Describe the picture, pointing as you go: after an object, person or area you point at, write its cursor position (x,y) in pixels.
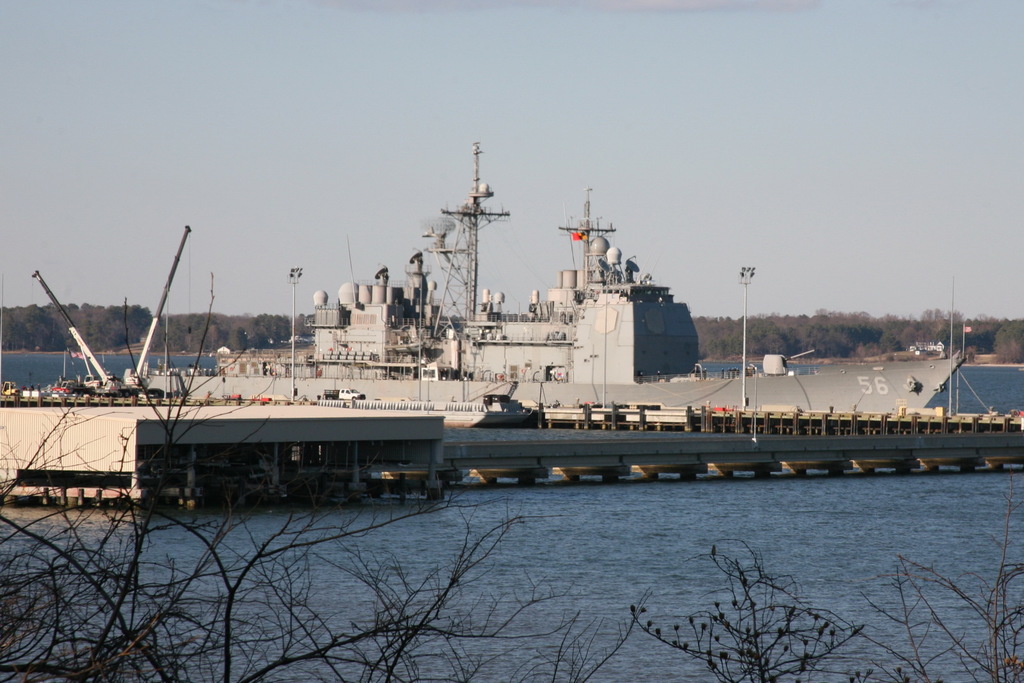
In this image we can see a ship (405,357) on the water (844,523), there is a tower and light poles (744,336) on the ship (453,317), there is a bridge (284,404) and dried trees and in the background (305,322) there are trees (758,340) and sky (306,284).
